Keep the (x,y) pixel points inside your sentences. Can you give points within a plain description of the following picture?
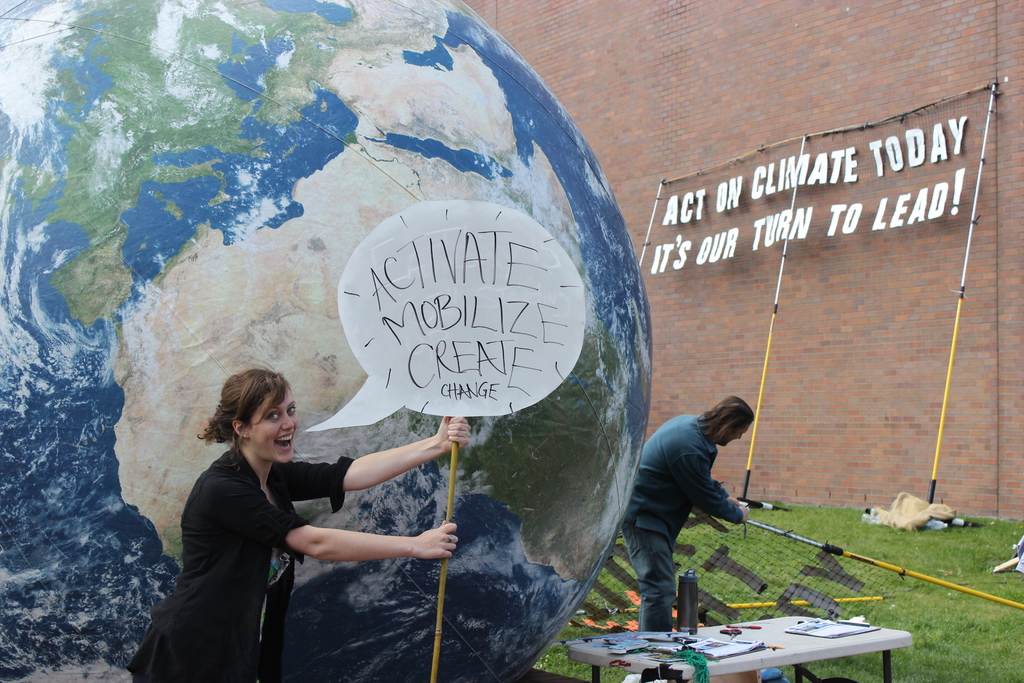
There is a depiction of earth (35,439) in the image. There is a lady (209,682) holding a placard (433,667). In the background of the image (868,50) there is wall (609,27). There is a man (661,628) holding a object (904,575) in his hand (734,502). At the bottom of the image (927,623) there is grass (928,653). There is a table (742,666) on which there are many objects (675,637).
